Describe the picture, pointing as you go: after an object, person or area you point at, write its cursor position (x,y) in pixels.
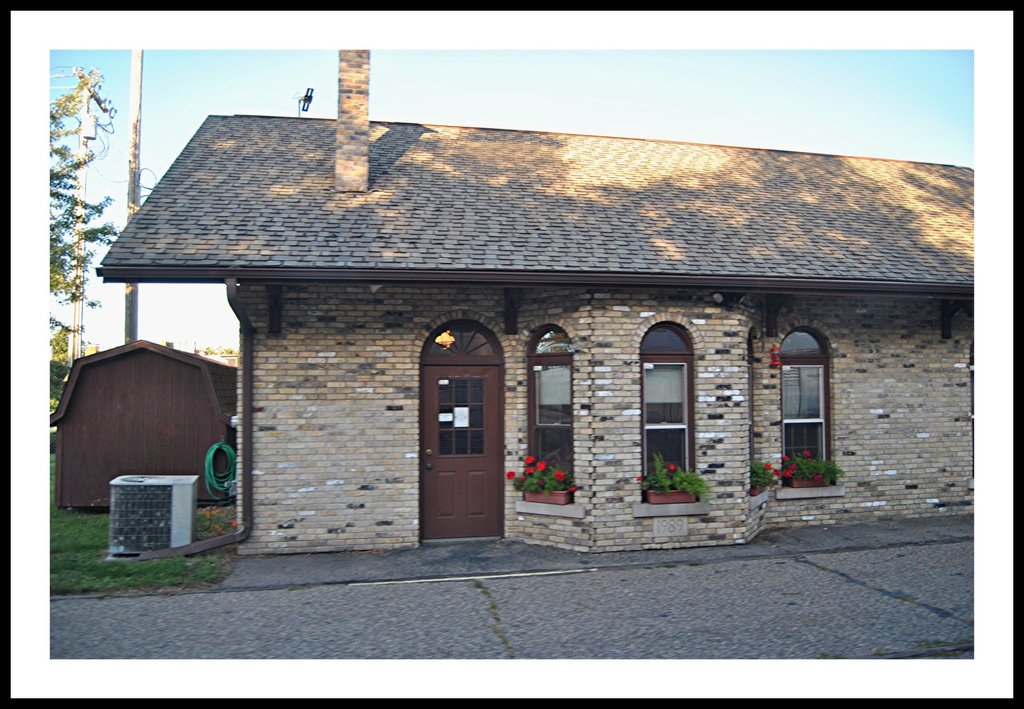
This is an edited image. It has borders (990,184). In the center of the image (621,277) there is house (280,545). There is grass (155,566). At the bottom of the image (606,615) there is floor (736,622). At the top of the image (682,84) there is sky (687,115). To the left side of the image (79,295) there are poles (83,171). There is a tree (63,343).
